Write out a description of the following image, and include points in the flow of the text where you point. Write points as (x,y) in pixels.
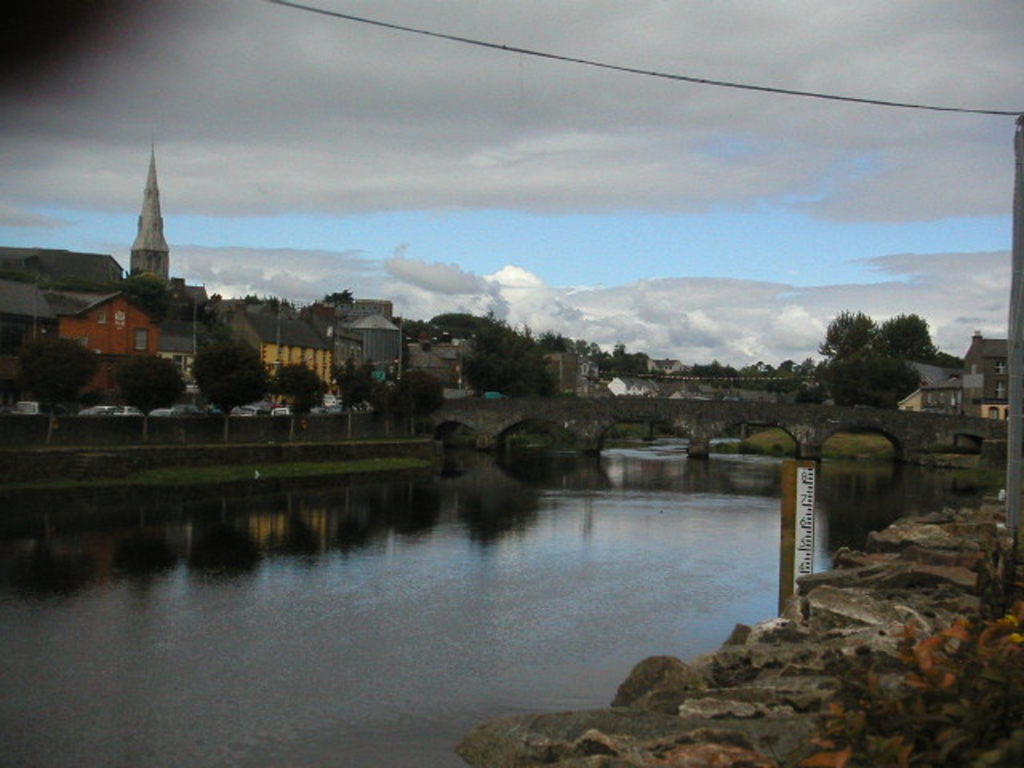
In this image we can see many buildings (197,302). And in the middle (469,399) we can see bridge (512,410) and water (654,526). And right side (988,526) we can see the hill/stony surface (979,536). And we can see clouds (537,91) to the sky (149,73).
